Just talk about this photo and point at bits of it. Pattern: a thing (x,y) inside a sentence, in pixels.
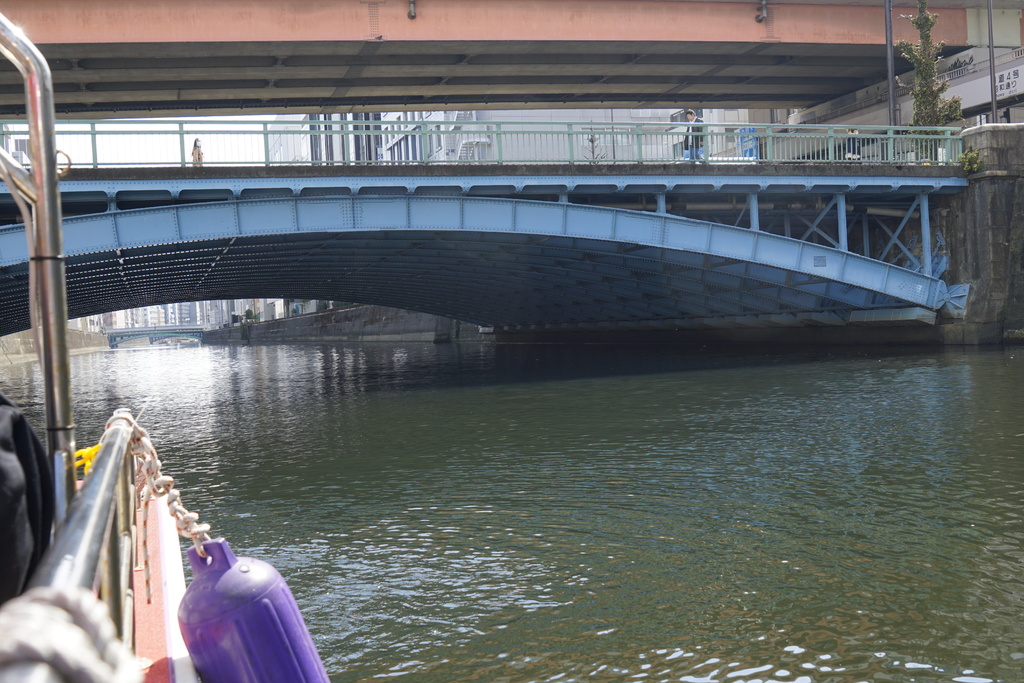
On the left side (128,499), there is a boat (154,633) having a cylinder (262,634), on the water (359,648). In the background (544,325), there are bridges (497,236), buildings (455,117), poles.
